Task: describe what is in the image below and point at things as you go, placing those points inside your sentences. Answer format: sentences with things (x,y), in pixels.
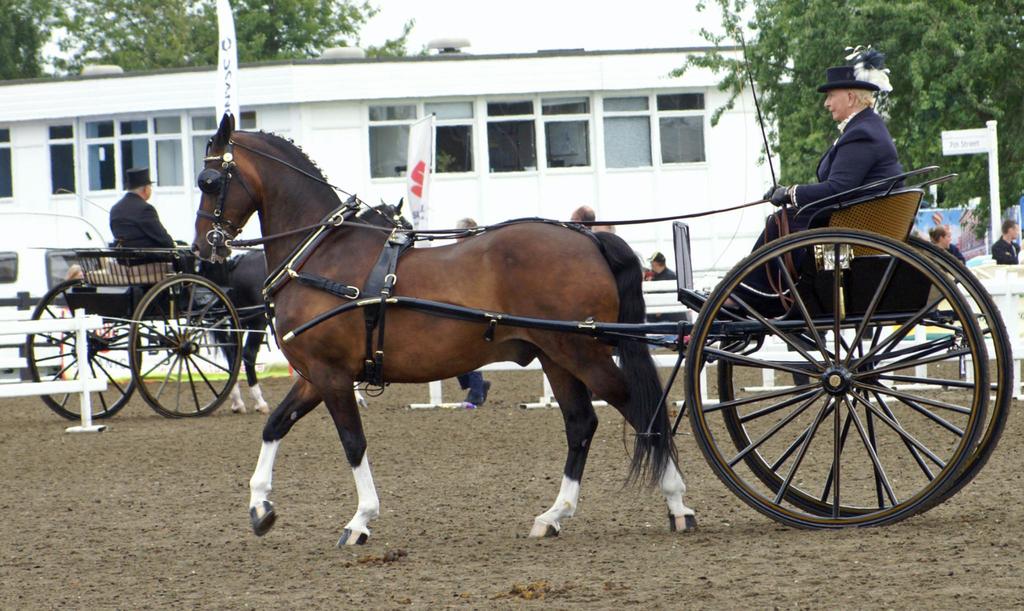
In this image I can see the horse cart (536,308). I can see some people (1006,247). In the background (272,116), I can see a building (605,136) and the trees (934,63).
